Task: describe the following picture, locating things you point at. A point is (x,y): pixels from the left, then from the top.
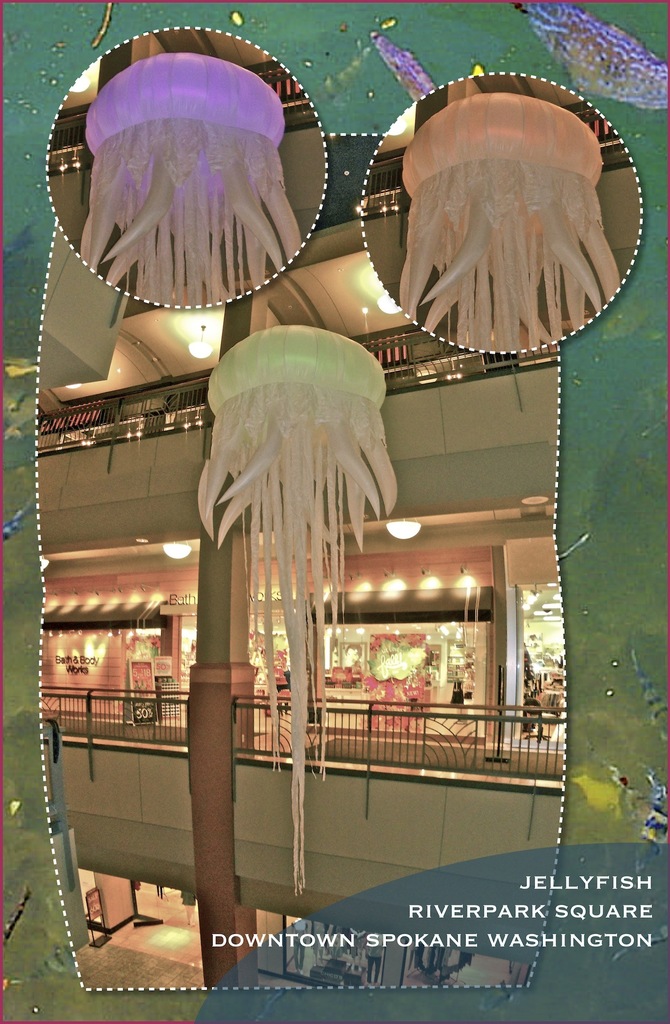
This image is inside a mall (175,558) where we can see a frame (10,440) to the picture. Here we can see lights (398,524) and decoration items (231,431) here. Here we can see some edited text (598,878).
